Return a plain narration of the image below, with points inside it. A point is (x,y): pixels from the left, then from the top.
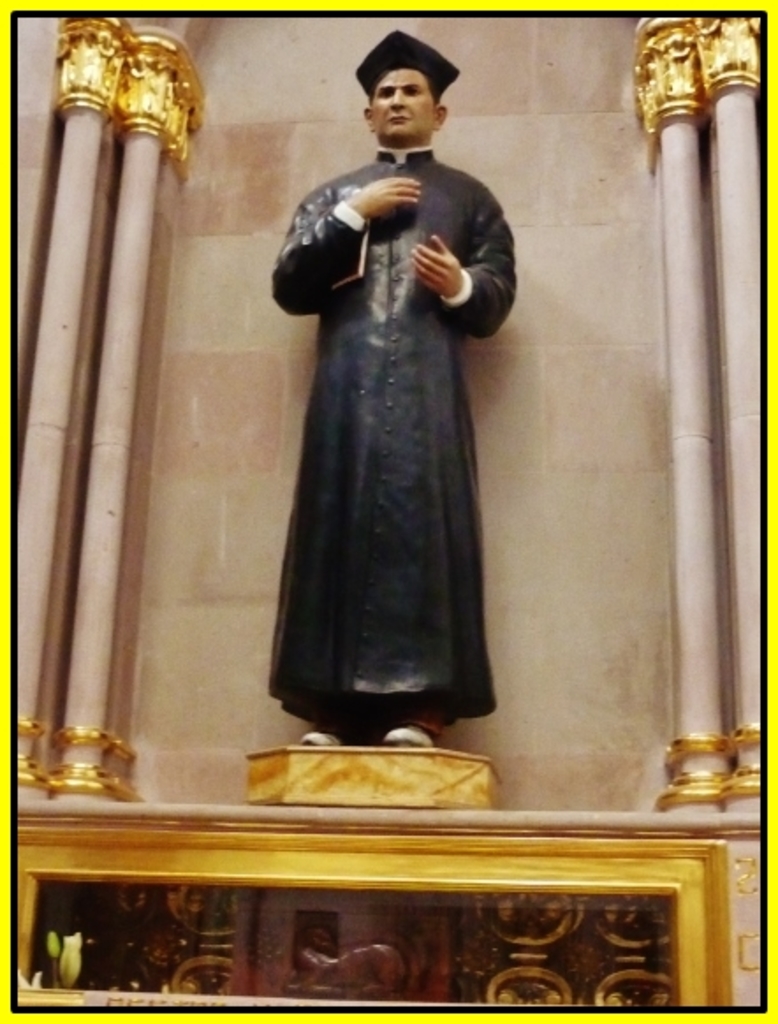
In this picture we can see a statue (309,718) and pillars (38,652) on the right (698,685) and left side (84,705).
